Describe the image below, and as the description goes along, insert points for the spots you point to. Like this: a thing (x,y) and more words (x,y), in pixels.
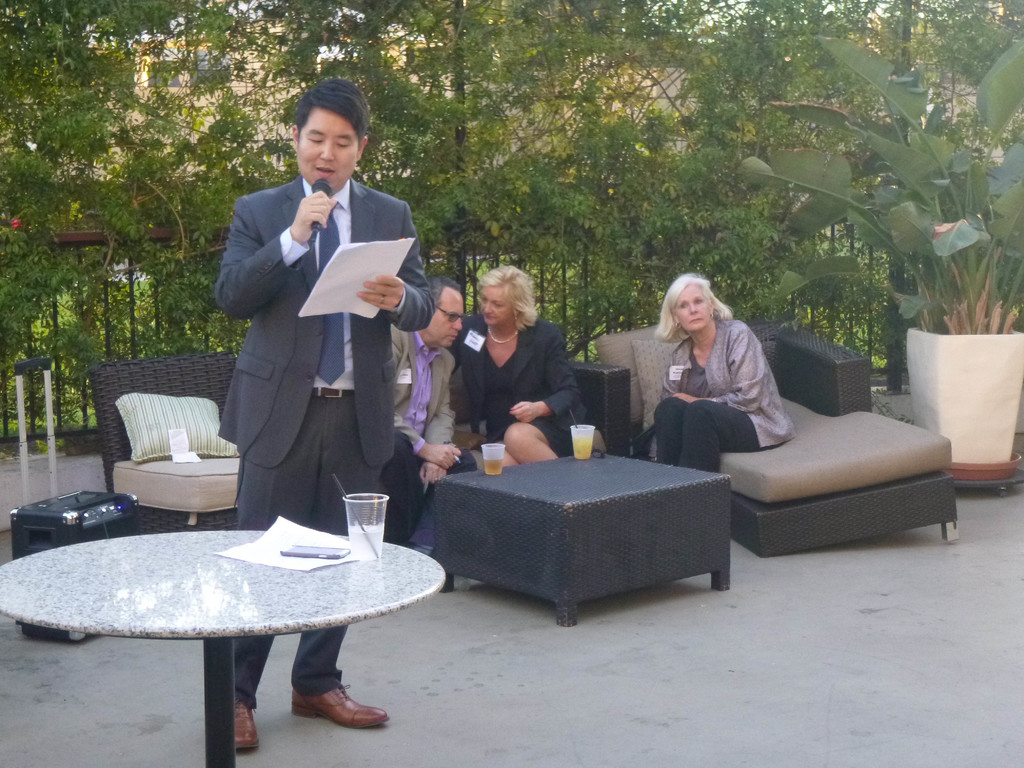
In this image there are group of persons (501,315) who are sitting on a couch (835,448) and at the foreground of the image (405,299) there is a person (282,299) wearing suit (282,299) standing and holding microphone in his hand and at the left side of the image (287,607) there is a water glass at the top of the table (374,592) and at the background of the image (580,147) there are trees (680,172).
